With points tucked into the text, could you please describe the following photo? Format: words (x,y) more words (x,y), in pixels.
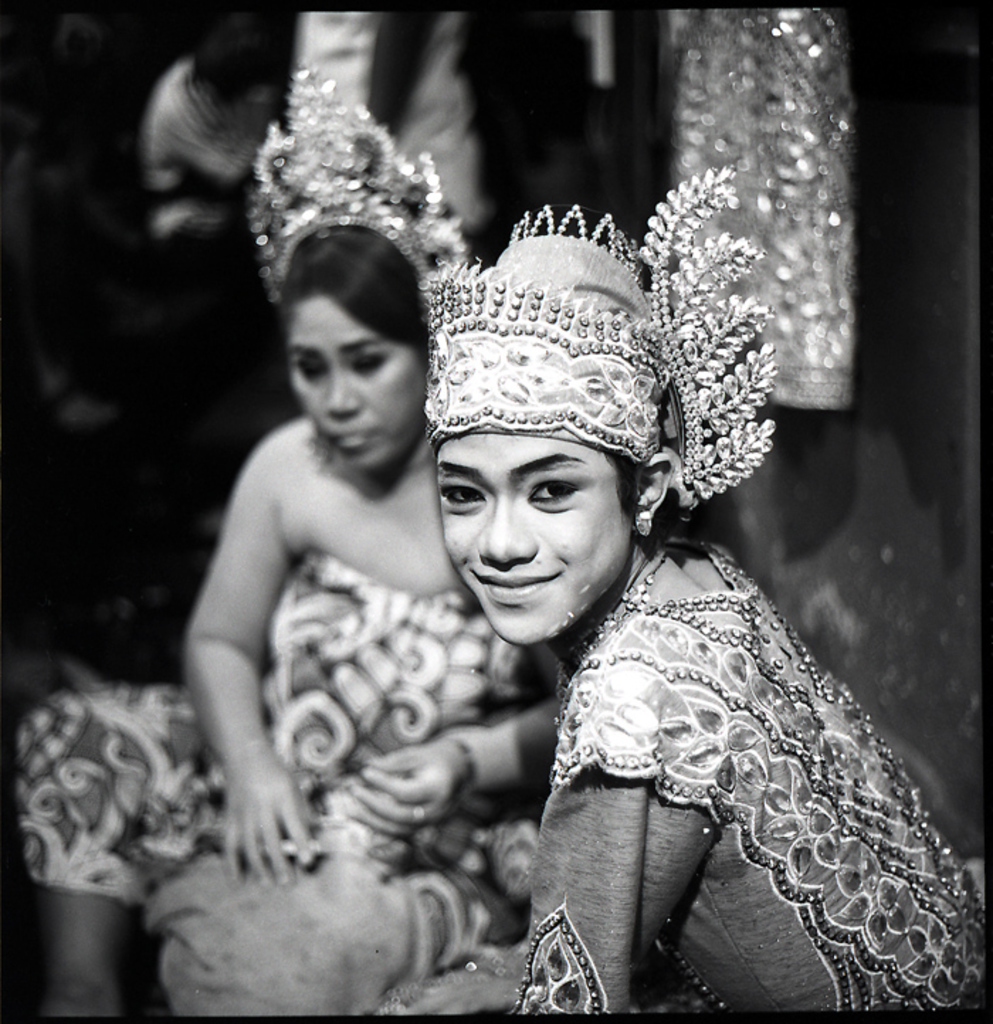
This is a black and white image in this image there is a man (491,476) and a women (298,284).
